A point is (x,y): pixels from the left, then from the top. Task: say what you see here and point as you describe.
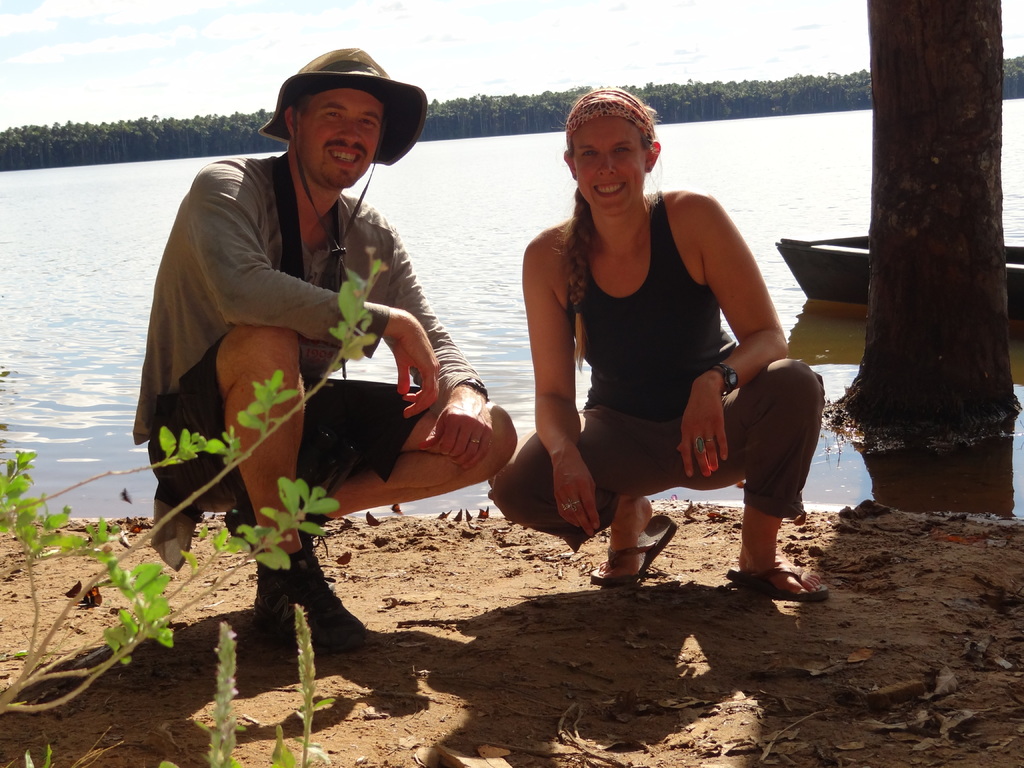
In this image we can see a man (311,347) and a woman (703,435) in crouch position on the ground (374,531) and there is a plant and leaves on the ground (55,576). In the background (413,159) we can see a boat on the water (831,137) and there is a tree trunk (898,171) on the right side (897,205) and there are trees (567,113) and clouds (746,64) in the sky (183,104).
